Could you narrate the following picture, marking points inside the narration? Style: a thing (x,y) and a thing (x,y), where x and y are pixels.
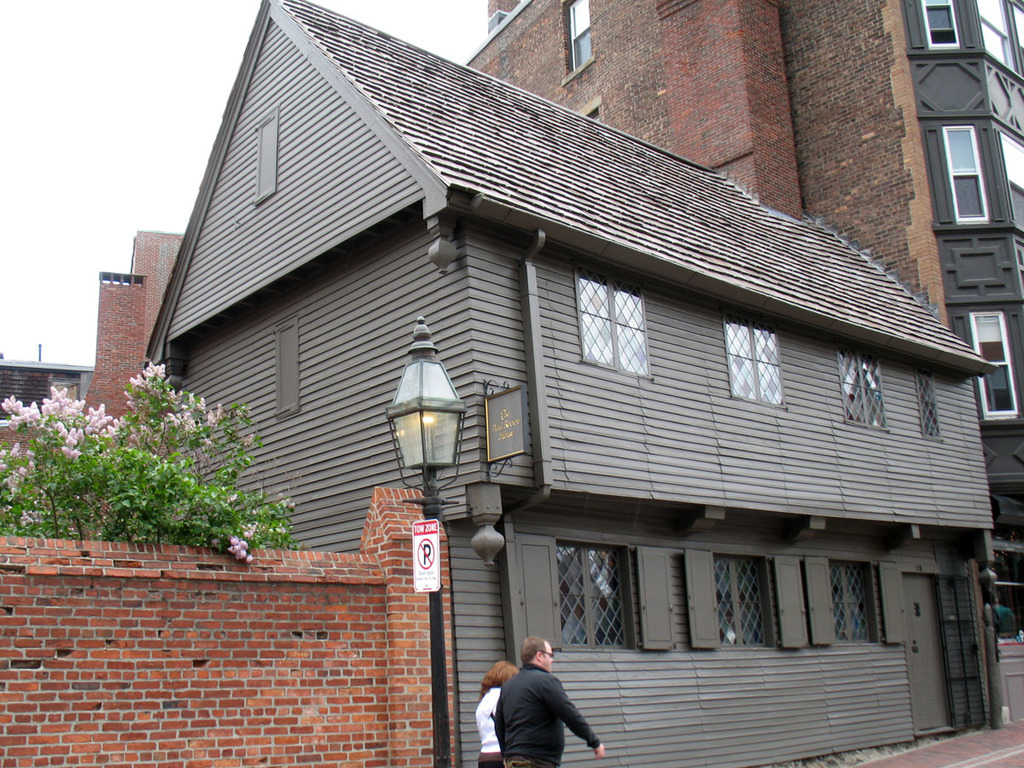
In this image I can see two people (479,728) with white and black color dress (499,719). To the side of these people (525,722) I can see the house (562,377) which is in grey and brown color. I can also see the light pole (425,477) in-front of the house (544,471). To the left (116,489) I can see the plant (89,496) with flowers (65,425). In the back (97,96) there is a white sky (117,154).
